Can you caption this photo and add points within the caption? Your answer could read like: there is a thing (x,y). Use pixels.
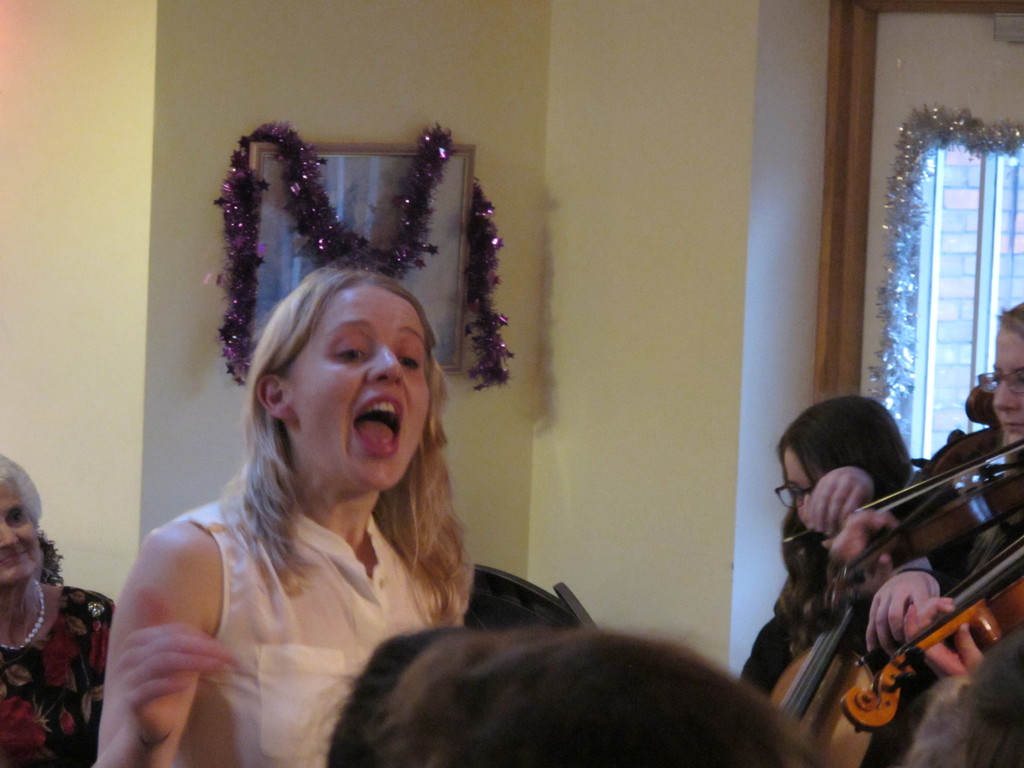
On the background (811,158) we can see window (984,215) and walls (182,169) are decorated with colourful ribbons (432,195). We can see persons (372,553) standing here and at the right side of the picture (938,533) we can see persons (933,662) playing violin (906,538).
